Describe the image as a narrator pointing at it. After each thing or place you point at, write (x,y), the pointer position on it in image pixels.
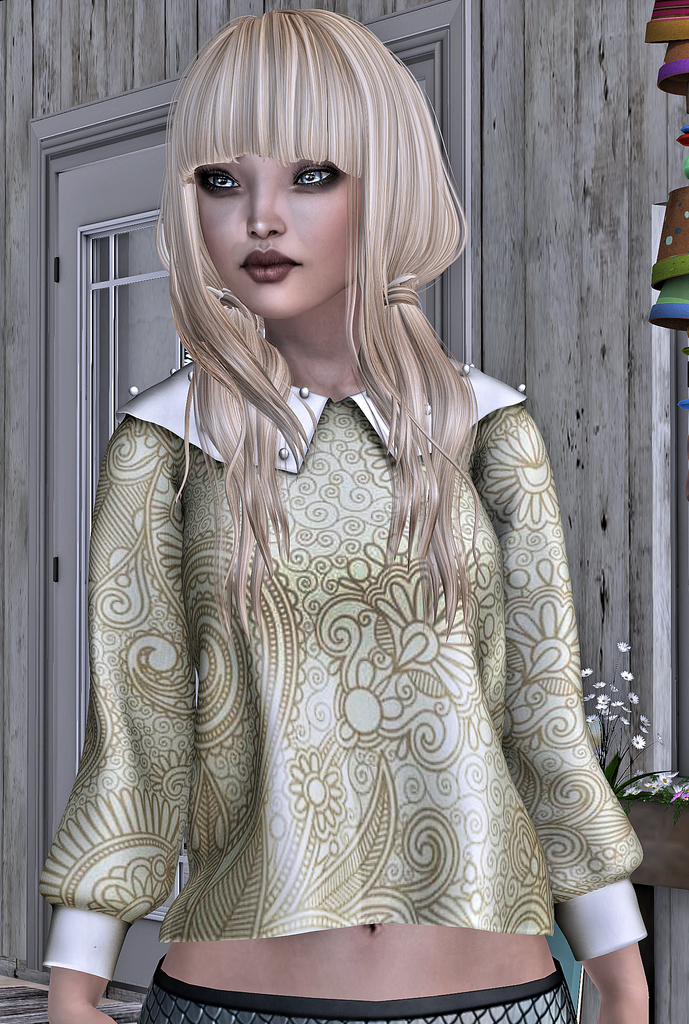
In this image I can see a animated picture. I can see a person (189,854) standing and the person (368,822) is wearing brown and white shirt (385,750), background (595,445) I can see a door (153,128) and the wall (519,157) is in gray color.
